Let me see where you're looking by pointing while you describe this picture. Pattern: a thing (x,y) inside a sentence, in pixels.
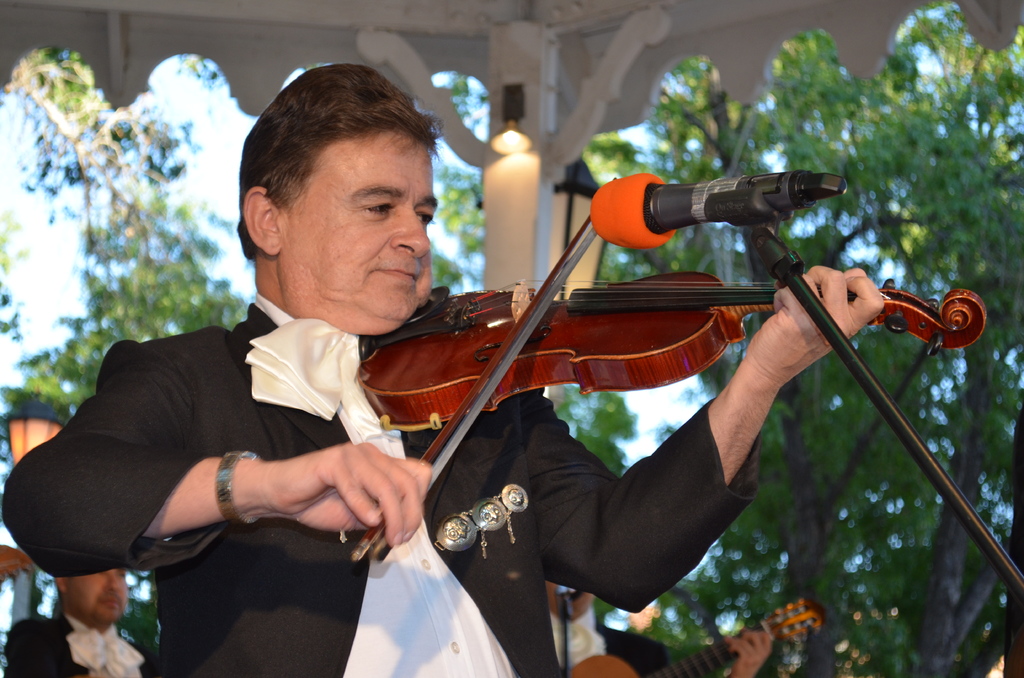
In the center of the image (533,435) we can see a man (413,661) standing and playing a violin (650,320). We can see a mic (659,225) placed before him. In the background (890,661) there are people (115,629), trees (190,295) and at the top (604,106) we can see a gazebo (421,51).
